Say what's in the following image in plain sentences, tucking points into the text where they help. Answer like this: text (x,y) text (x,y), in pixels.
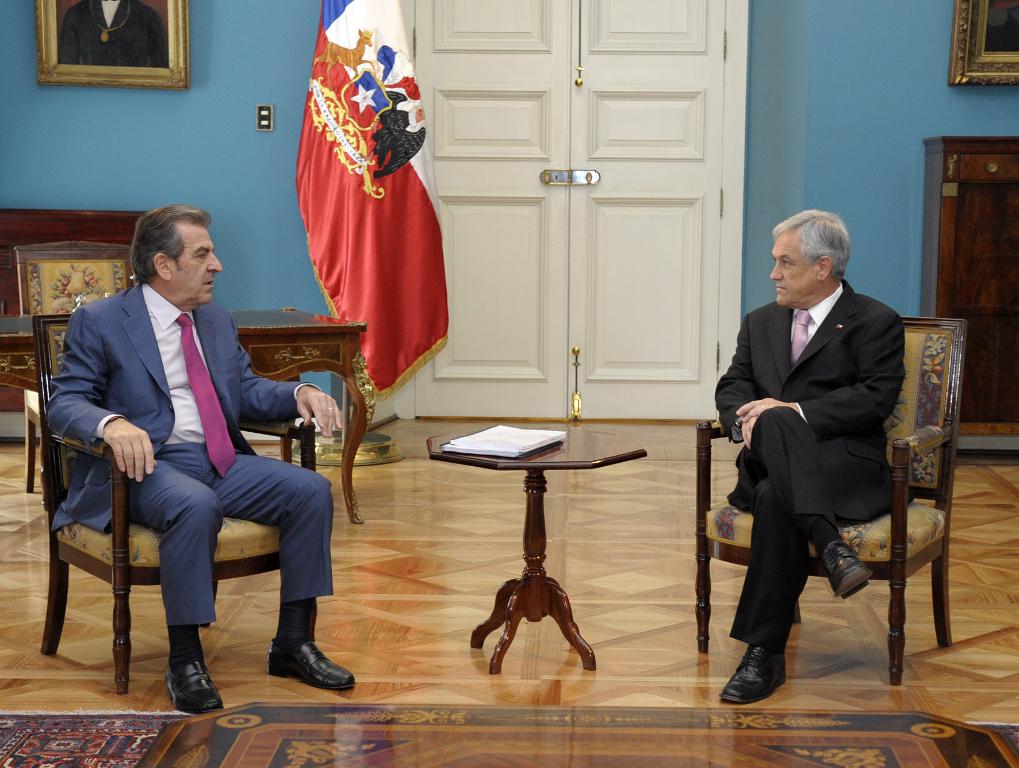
There are two men (778,490) sitting on chairs (149,537). There is a table (591,452). On the table (539,461) there are books (517,440). In the background (560,150) there is a door (581,180), flag (356,147), wall (240,84), two photo frames (983,63), cupboards (952,195) and a table (332,338).
